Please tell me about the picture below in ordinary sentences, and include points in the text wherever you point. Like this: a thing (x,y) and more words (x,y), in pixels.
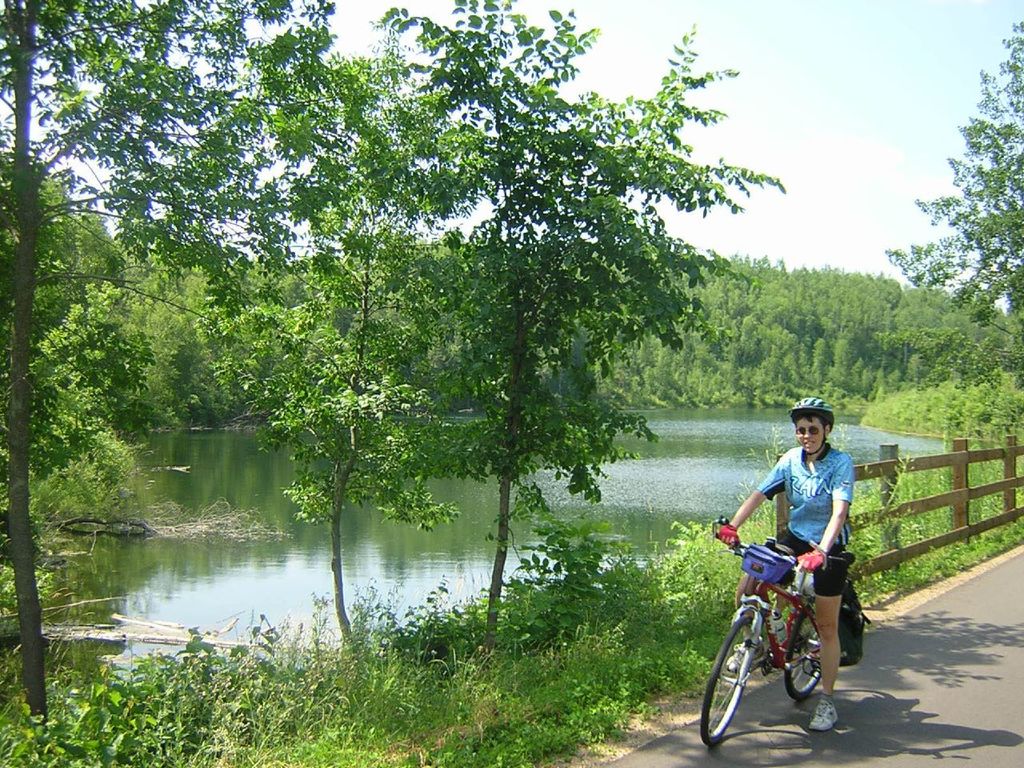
In this image I see person (824,724) who is on the cycle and the person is on the path (1016,763). In the background (875,409) I see the plants (116,719), trees (459,434), water (660,462) and the sky (792,210).
